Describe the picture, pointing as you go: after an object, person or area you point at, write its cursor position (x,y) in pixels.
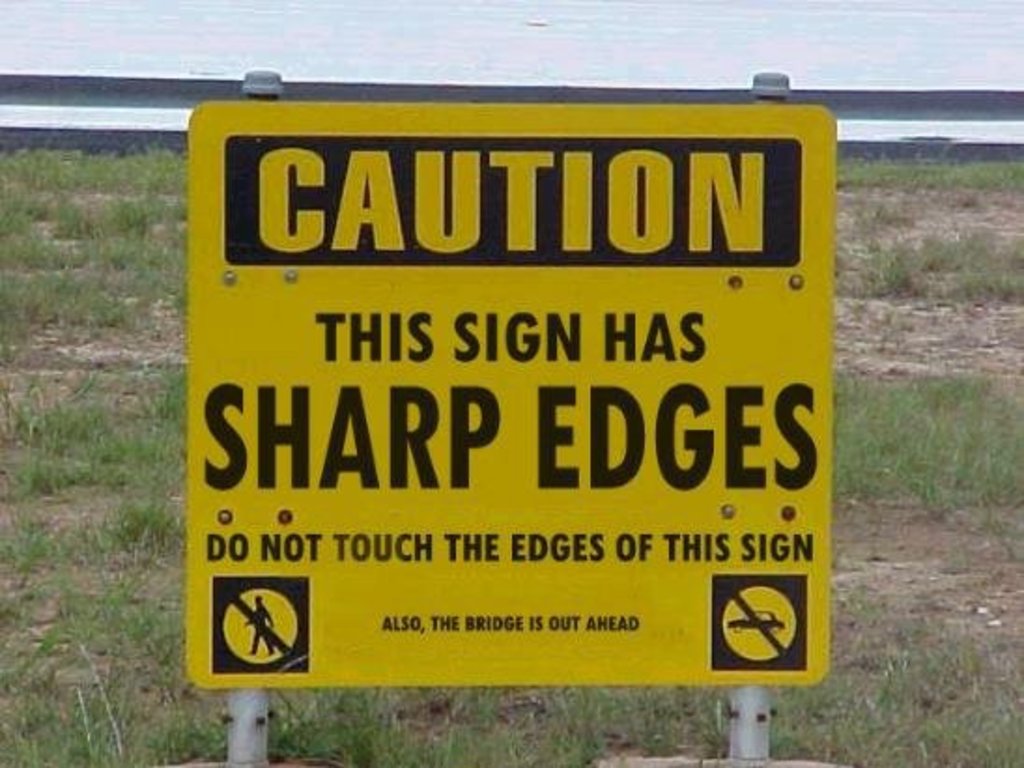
In this image I can see a yellow color sign board (209,682) and on it I can see something is written. In the background (88,603) I can see grass (893,253) on ground (68,648).
